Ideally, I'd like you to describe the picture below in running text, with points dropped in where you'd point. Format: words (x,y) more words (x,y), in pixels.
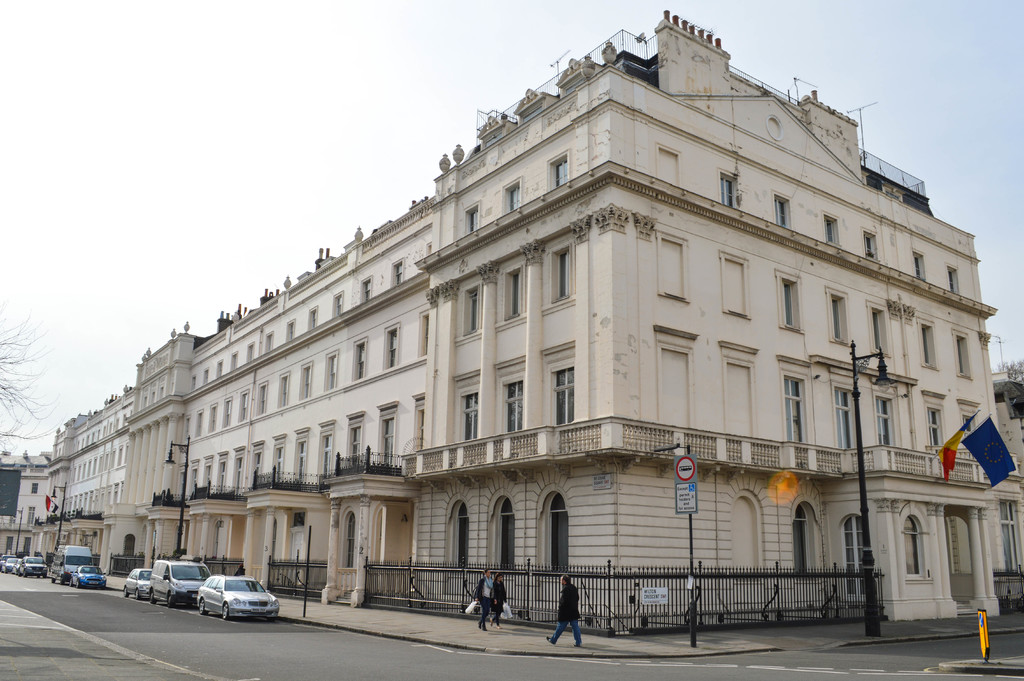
There is a building (521,310) in the middle (457,286). There is sky (99,82) at the top (346,101). There are cars (228,600) in the bottom left corner (166,591). There are some persons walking at the bottom (504,576). There are flags (985,428) on the right side (966,431) and left side. There are trees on the left side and right side.
